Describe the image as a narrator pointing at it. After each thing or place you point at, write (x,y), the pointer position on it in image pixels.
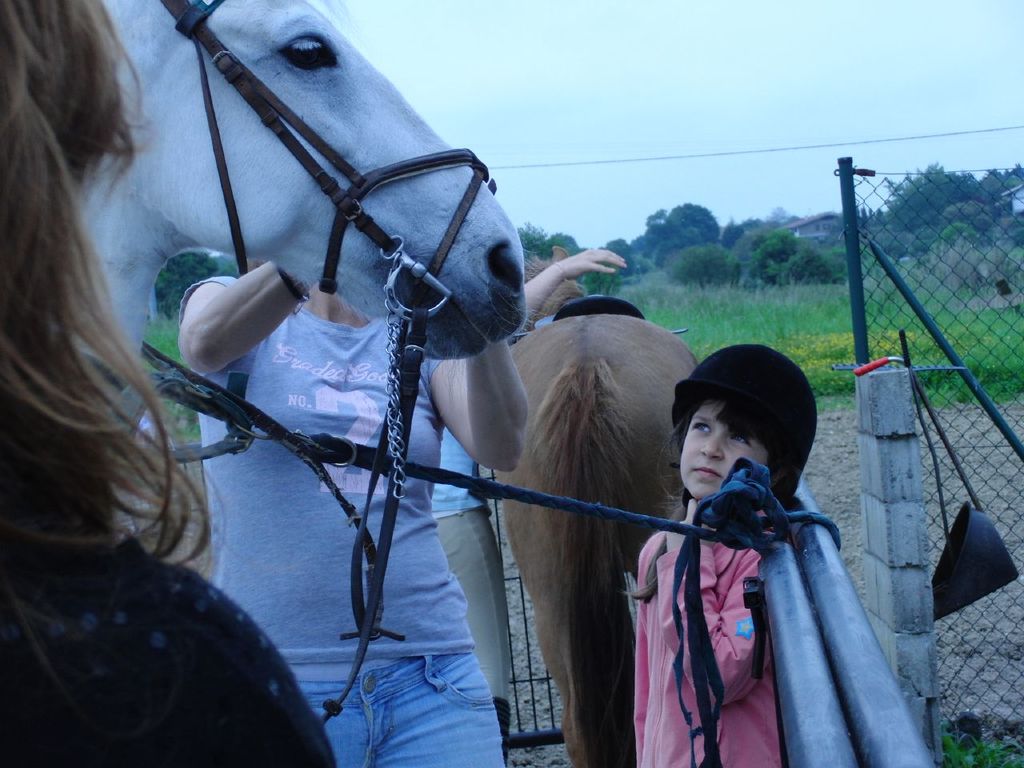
There are people (501,581) standing and we can see horses (384,201), rope (519,491) attached with rod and we can see fence (876,333). In the background (821,329) we can see grass (818,325), trees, wire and sky (953,29).
